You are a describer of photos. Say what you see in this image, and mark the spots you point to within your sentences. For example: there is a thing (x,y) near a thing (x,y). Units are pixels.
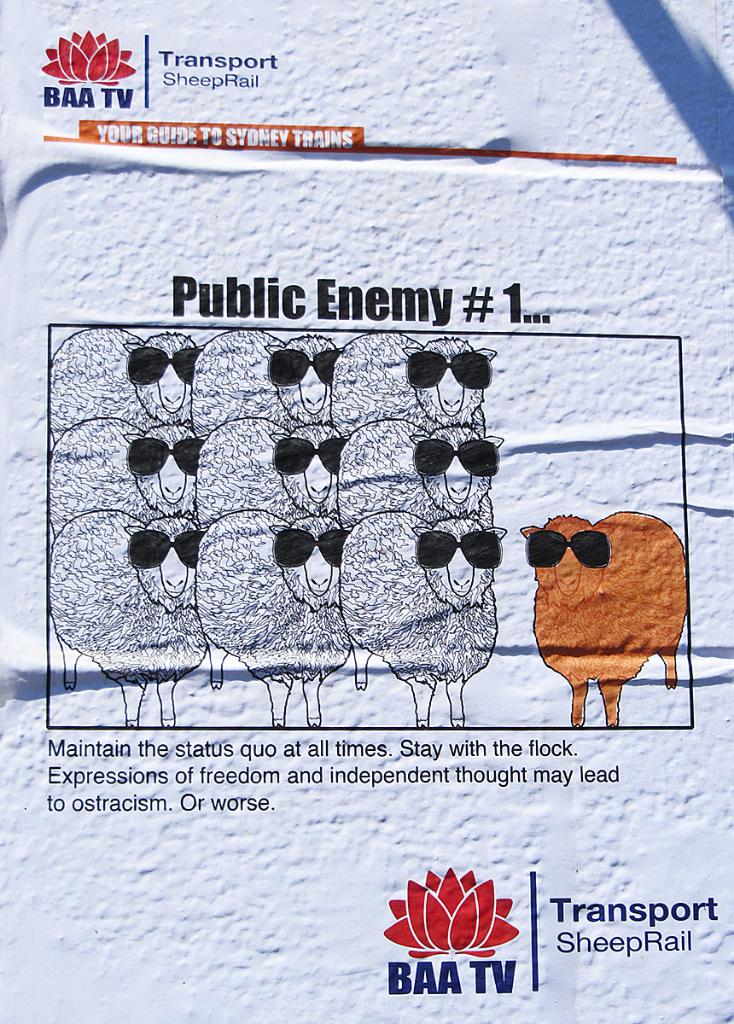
In this image there is a poster (351,815) on the wall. There are a few images (348,489) of sheeps (259,375) and there is a text (261,283) on the poster (513,588).
